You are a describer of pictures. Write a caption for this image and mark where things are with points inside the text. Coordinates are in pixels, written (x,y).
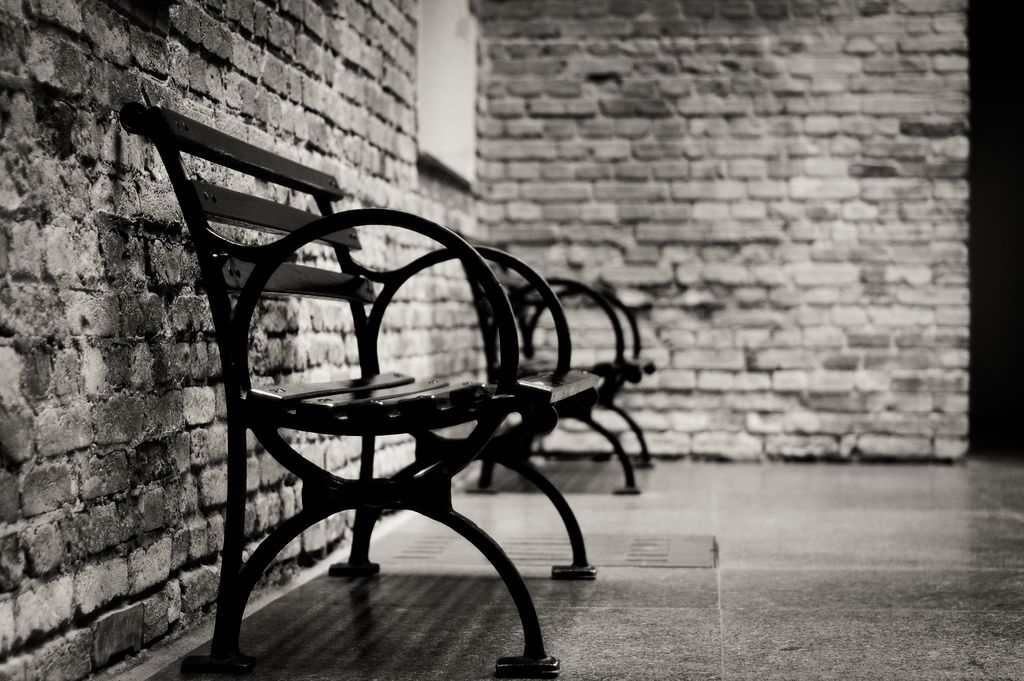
In this picture we can see benches (501,413) and brick walls (262,122).
